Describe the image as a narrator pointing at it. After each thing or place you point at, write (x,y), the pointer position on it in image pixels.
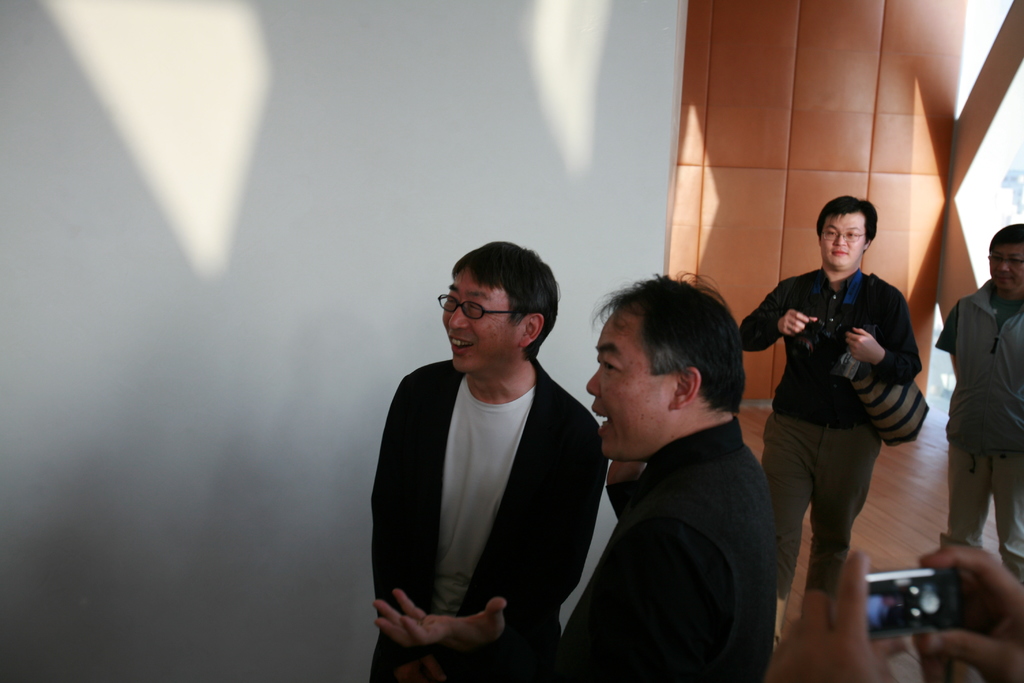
In the picture we can see some people (703,463) are standing on the floor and one man (876,345) is holding a bag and we can see also some hands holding a camera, in background (142,364) we can find a white wall (306,322).
